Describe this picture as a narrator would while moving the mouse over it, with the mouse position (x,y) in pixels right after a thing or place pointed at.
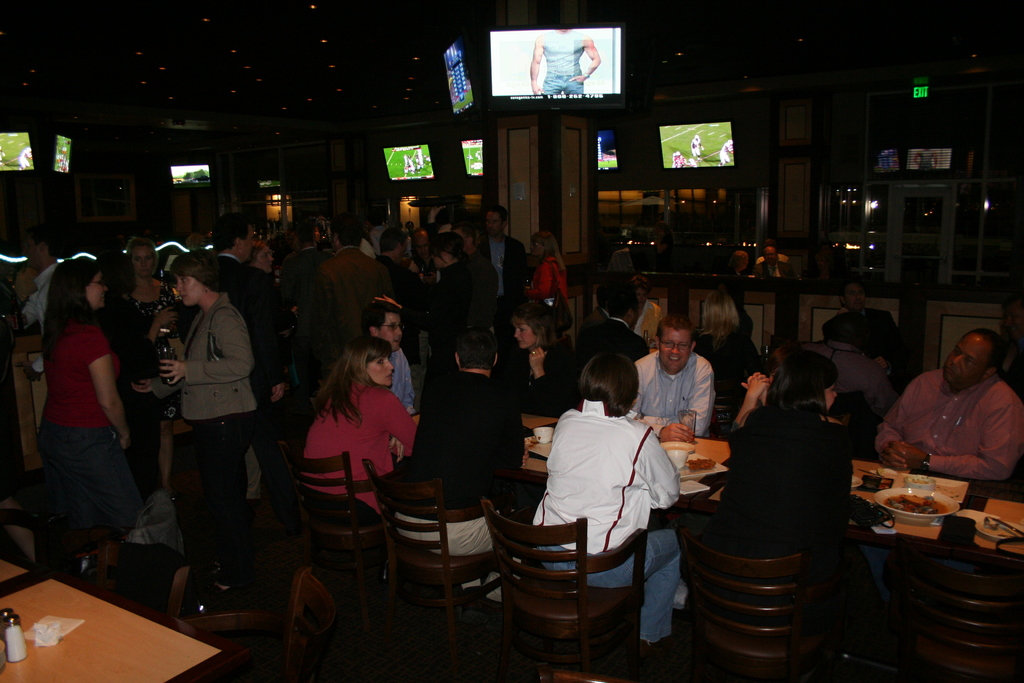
In this image I can see people (275,451) where few of them are sitting on chairs (940,603) and rest all are standing. I can also see tables (145,649) and number of screens (24,151) in the background (602,52).
